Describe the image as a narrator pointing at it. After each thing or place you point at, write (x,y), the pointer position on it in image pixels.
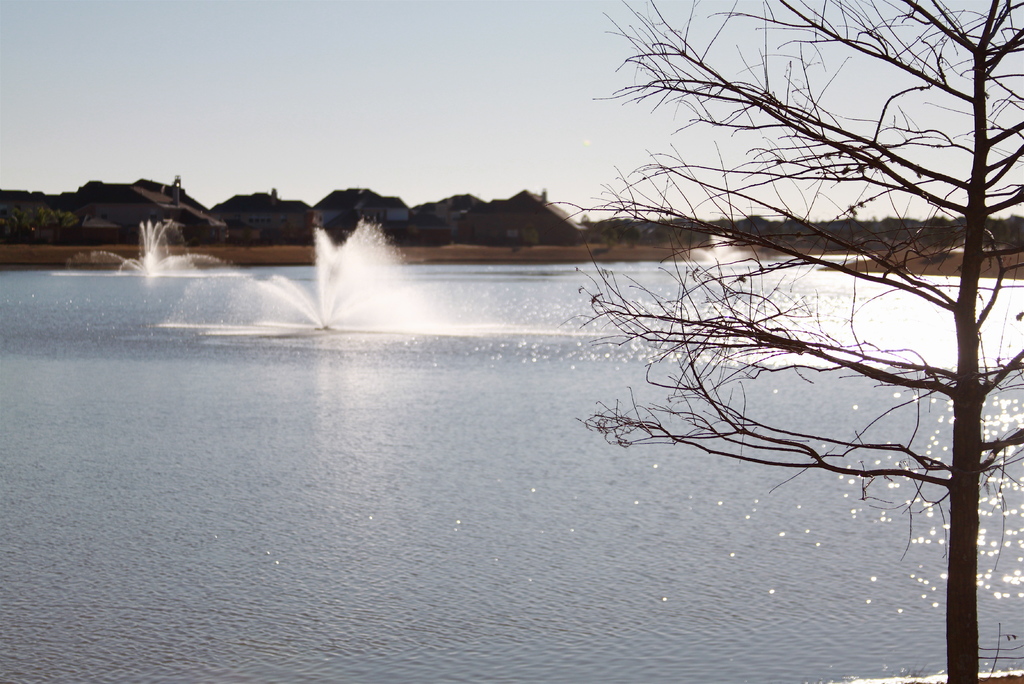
On the right side (978,326), there is a tree (960,212). In the background (900,235), there are trees (848,229) and buildings (112,202) on the ground (483,248) and there is a clear sky (472,38).
